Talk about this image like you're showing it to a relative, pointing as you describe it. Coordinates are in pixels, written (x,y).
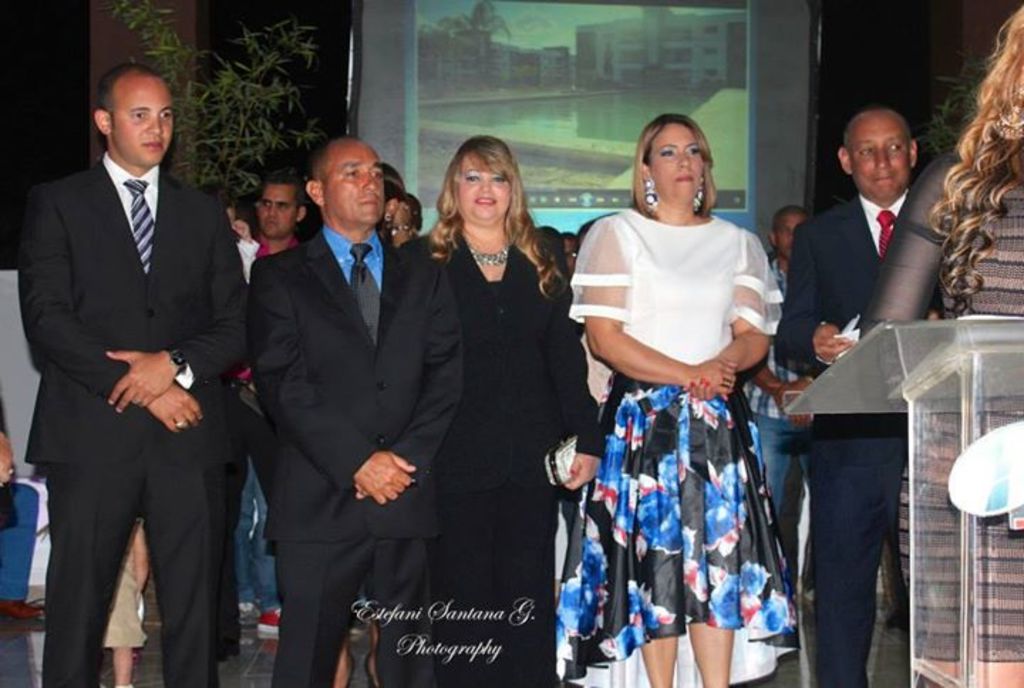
In the picture there are a group of people (360,401) standing and on the right side (1006,359) there is some table (941,325), behind them there is a projector screen (594,84) and something is being displayed on the screen (504,71), on the left side (237,106) there is a plant (256,117).
